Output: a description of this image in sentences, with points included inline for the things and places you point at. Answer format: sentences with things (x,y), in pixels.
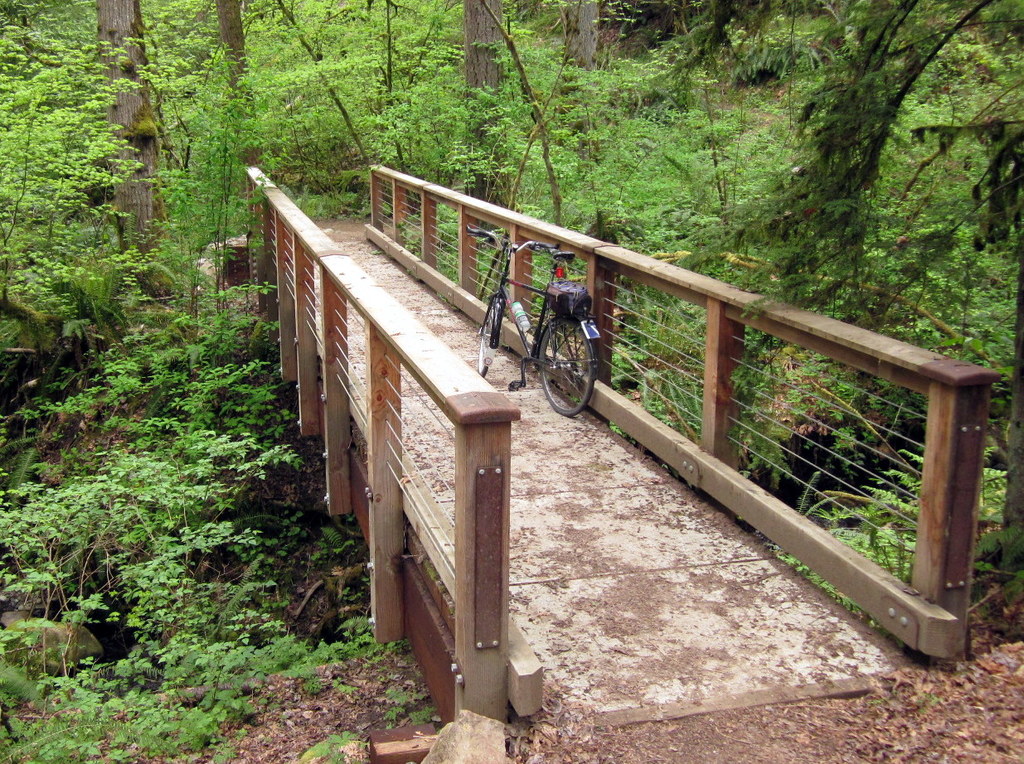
In this picture we can see bicycle (556,332) is parked on the bridge (500,528), beside we can see some trees (893,37), plants (250,637) and dry leaves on the surface (532,576).
